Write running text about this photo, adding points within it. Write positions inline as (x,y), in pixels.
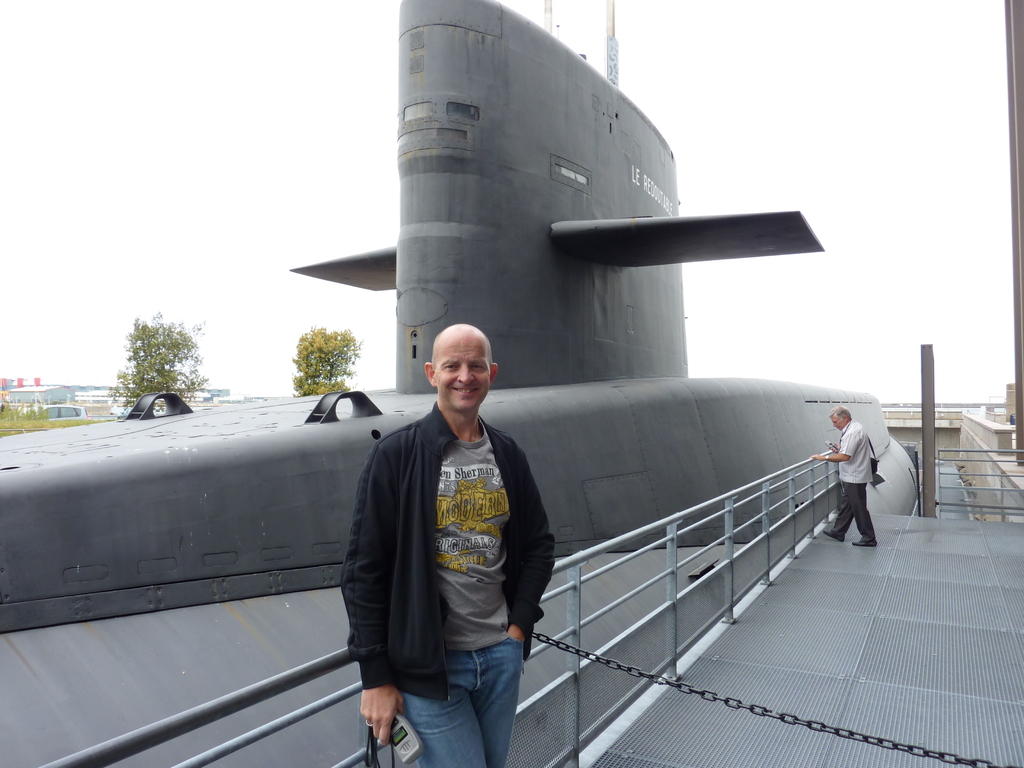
In this picture there is a man (410,586) wearing a black color jacket (395,607), standing in the front (475,591) and smiling. Behind there is a fencing railing (623,643) and grey color submarine (487,271). On the right corner (843,442) there is a man (849,466) wearing white shirt (841,468) is standing at the fencing grill (789,485) and looking down.
